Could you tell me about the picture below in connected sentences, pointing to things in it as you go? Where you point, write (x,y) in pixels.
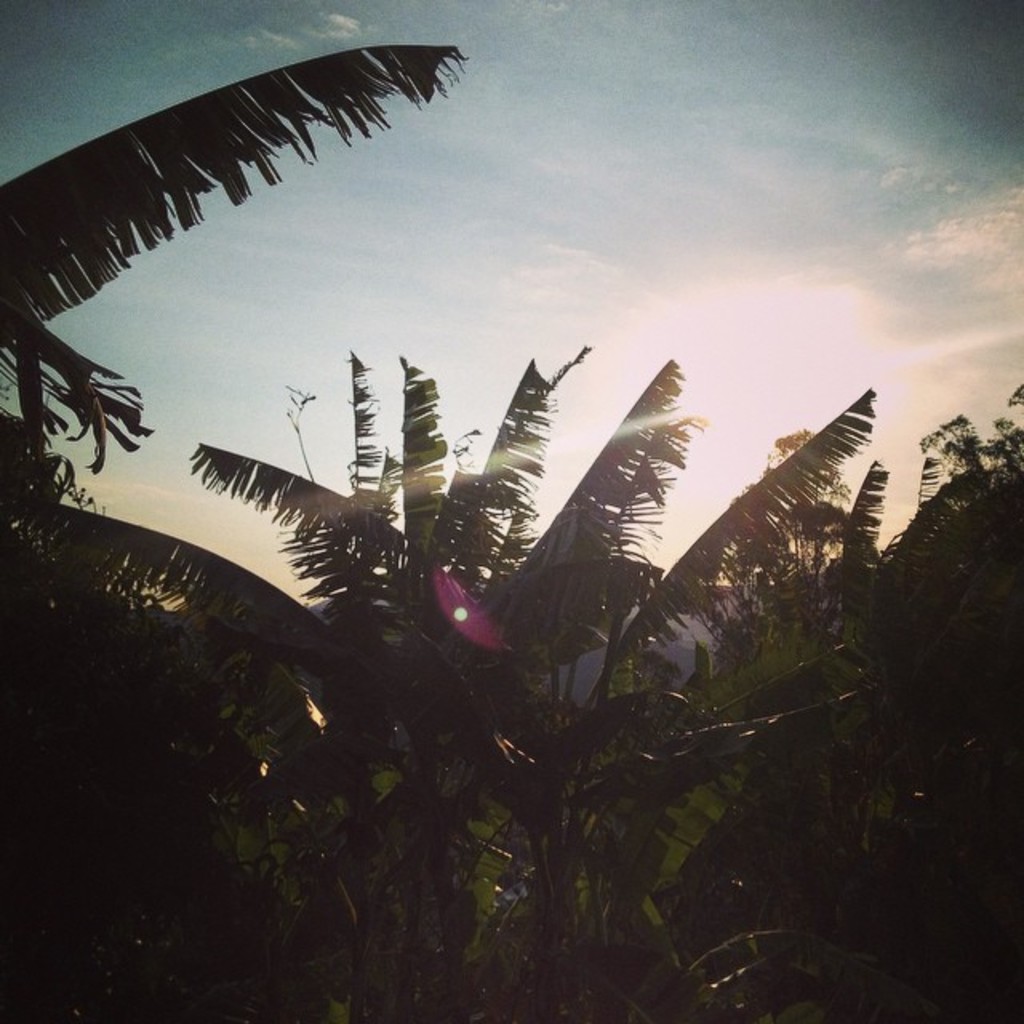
In this image there are trees (278,685) and a sky (593,339).
